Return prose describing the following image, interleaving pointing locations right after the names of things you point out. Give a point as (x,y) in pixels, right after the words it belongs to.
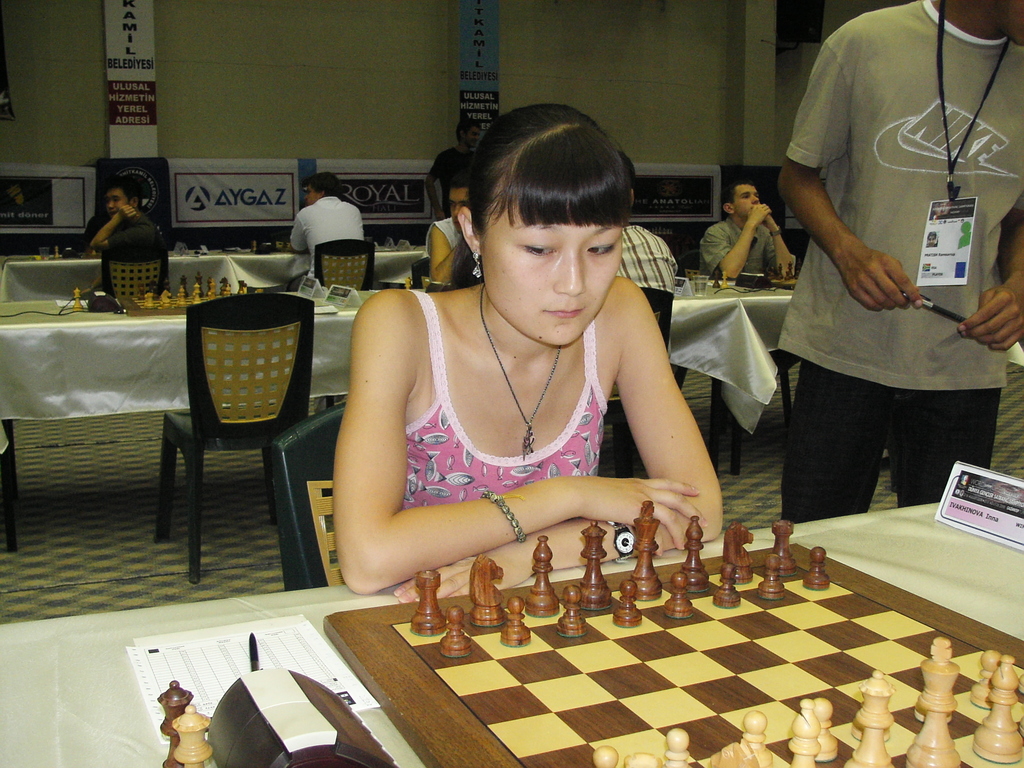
In this image i can a woman (620,379) playing the chess (582,583) beside the woman (572,455) there is man (950,293) wearing the identity card (934,283) holding the pen (938,308), here on the table (321,617) i can see a paper (307,636) and a pen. At the back of the woman (447,362) there are some man (342,229) sitting and playing the chess (185,282) and at the background (287,170) there is wall (372,77) and banners (470,42) attached to it.
